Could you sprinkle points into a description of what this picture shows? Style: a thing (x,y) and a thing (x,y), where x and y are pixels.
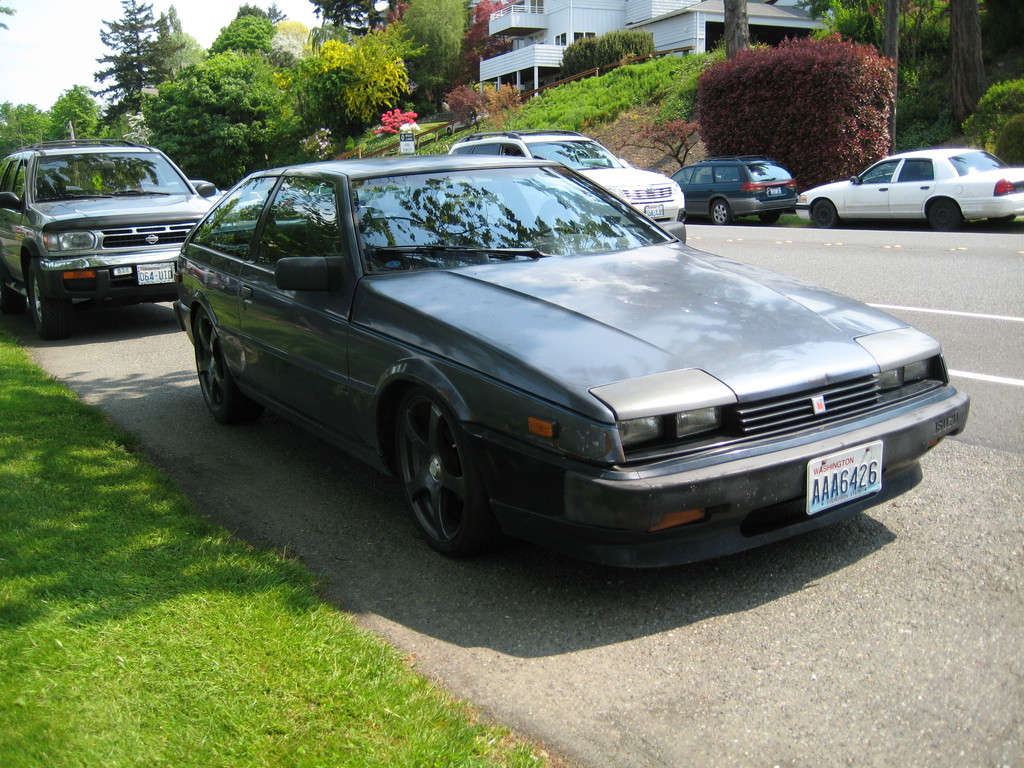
In this image, in the middle (554,376) there are cars (225,278), trees (693,128), plants (663,86), building (678,22), grass (97,468), road (958,233), sky (63,58).
